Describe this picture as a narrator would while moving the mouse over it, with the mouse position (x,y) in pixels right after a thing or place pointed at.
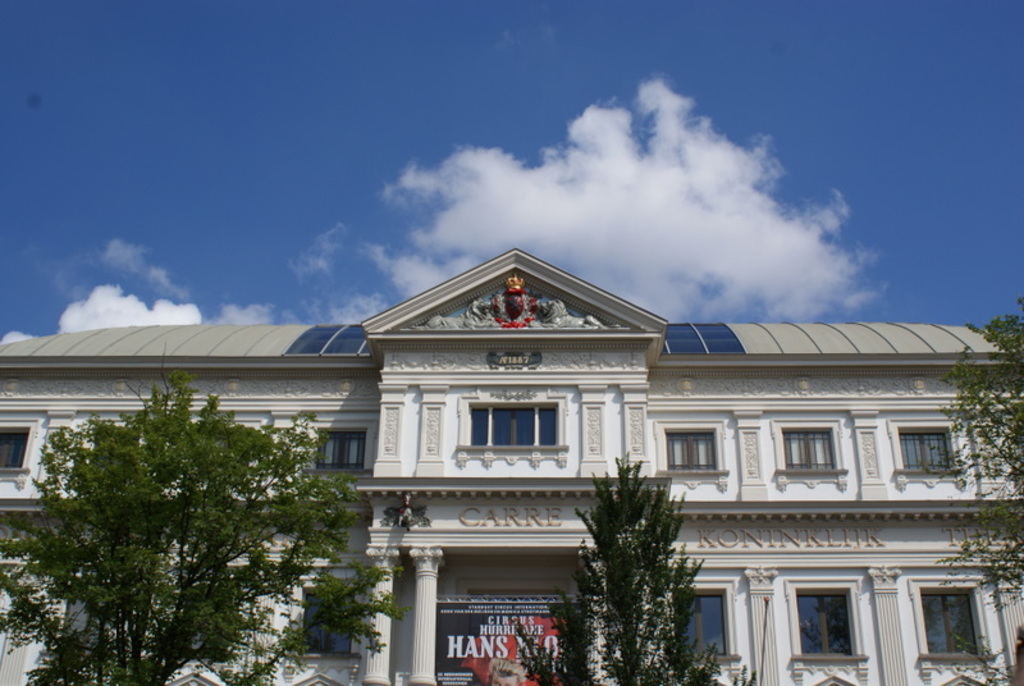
In this image I can see a building (547,543), trees (201,602) and a board (477,641) on which something written on it. In the background (352,183) I can see the sky (411,181).
